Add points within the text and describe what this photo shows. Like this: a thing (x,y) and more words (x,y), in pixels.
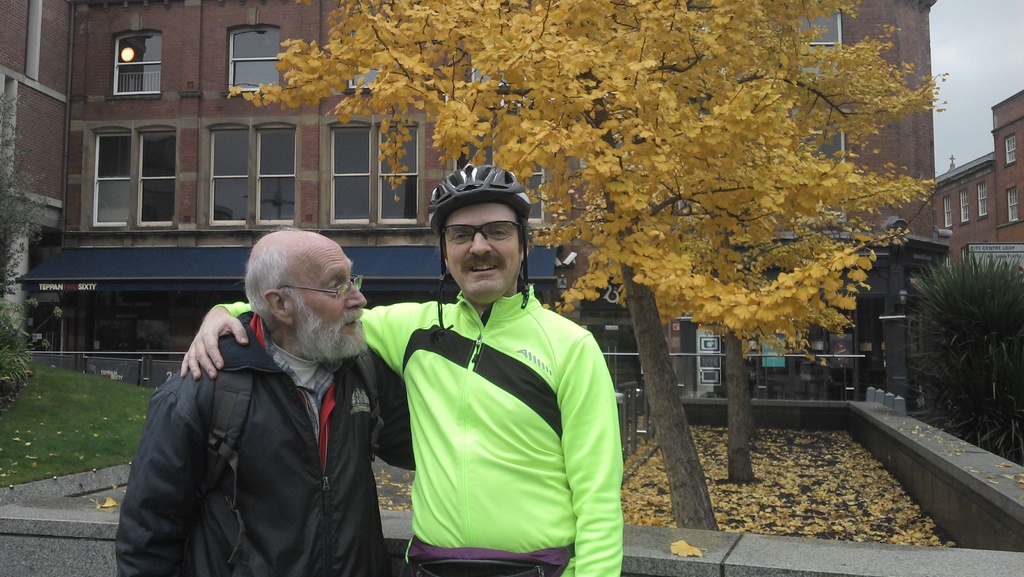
In this image in the front (407,366) there are persons (365,380) standing. In the background (794,179) there are trees (772,179), there is grass (48,422) on the ground (877,489), there are dry leaves (841,517) on the ground (838,455), there are buildings (177,57) and the sky (986,53) is cloudy and the person (452,399) standing in the front (444,388) wearing a helmet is smiling.
